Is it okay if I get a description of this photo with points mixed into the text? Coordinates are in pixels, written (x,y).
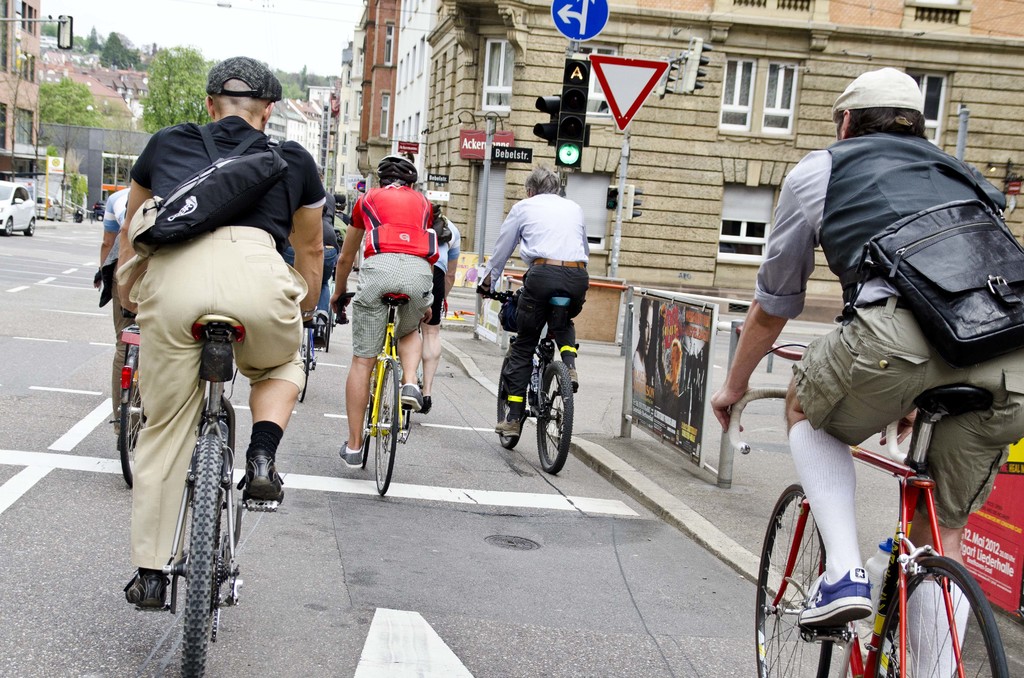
In the middle of the image (550,238) few people (832,375) are sitting on bicycles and riding. Bottom right side of the image (1013,553) there are few banners (674,386). Top right side of the image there is a signal pole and sign board (587,16). Behind the pole (626,158) there are few buildings (654,152). Top left side of the image (23,224) there are few vehicles (5,188) and trees (64,90). At the top of the image (206,40) there is a sky (321,28).
